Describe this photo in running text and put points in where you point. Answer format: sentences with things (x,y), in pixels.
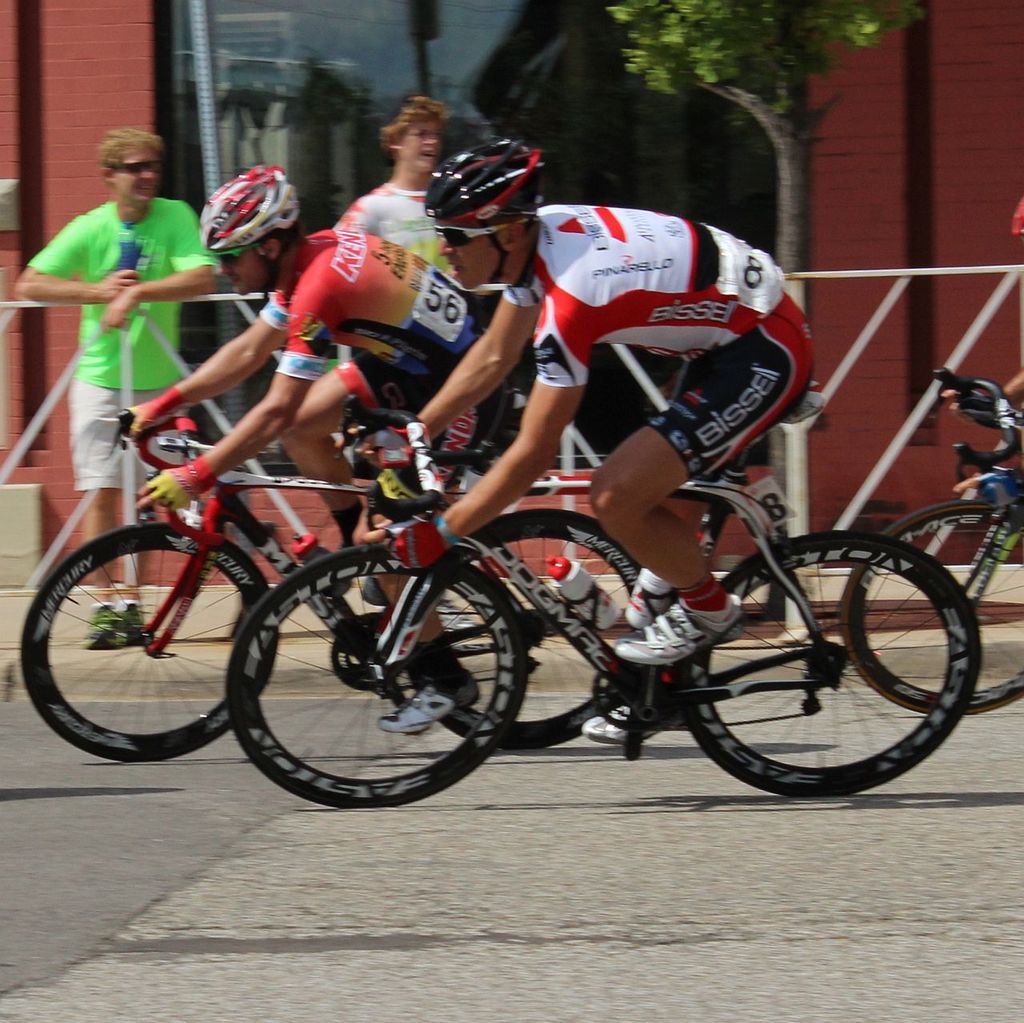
In this picture there are two people (492,498) who are wearing the helmets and riding the bicycles (456,570) and beside them there are two people (367,222) standing on the foot path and a tree (757,64).
